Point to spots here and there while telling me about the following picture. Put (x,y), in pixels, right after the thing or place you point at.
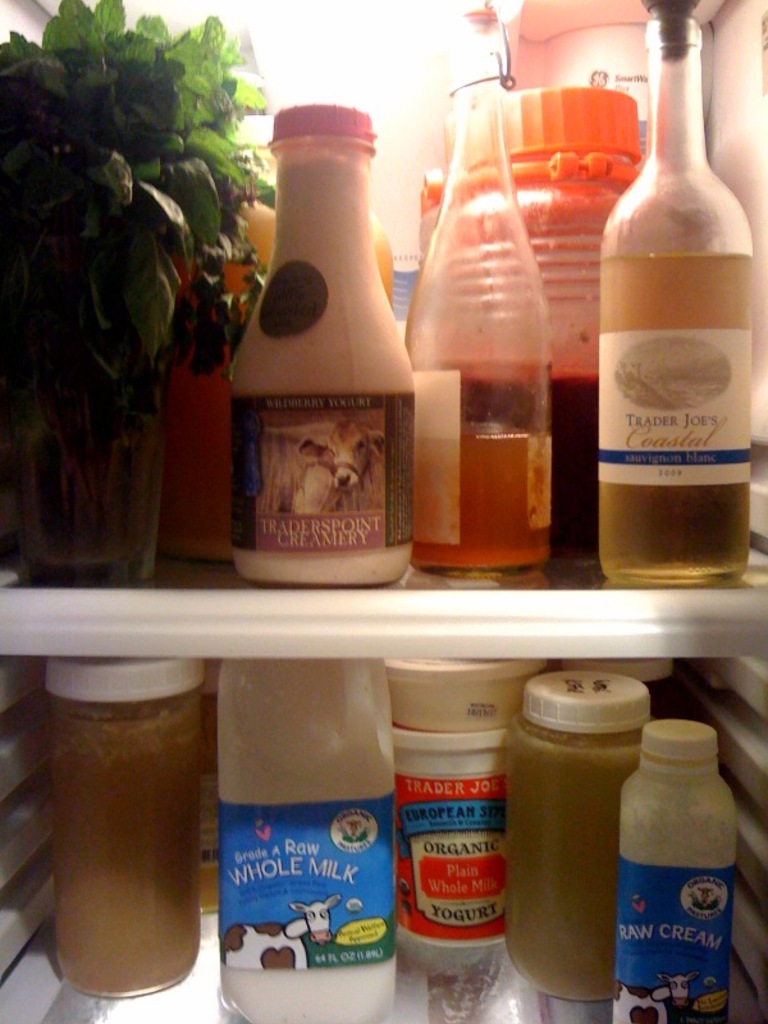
In the image we can see there are bottles (695,785) which are kept in a shelf (453,610).
